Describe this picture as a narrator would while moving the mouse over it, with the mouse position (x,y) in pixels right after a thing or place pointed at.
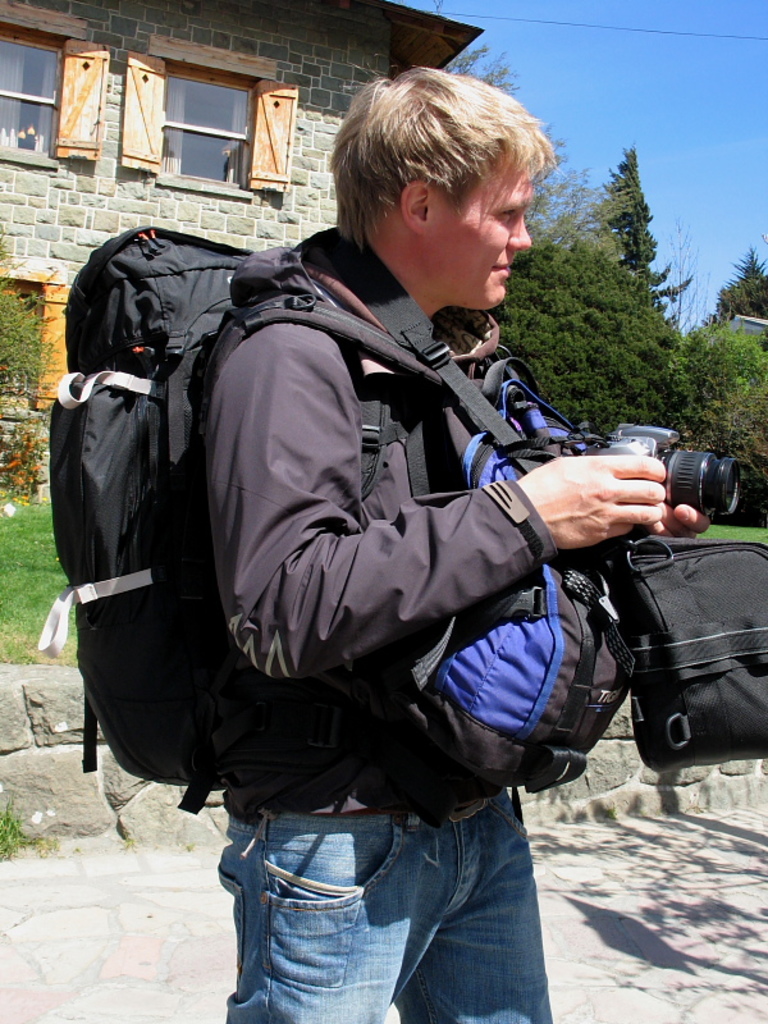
In this image i can see a man (404,542) wearing few bags (187,655) and holding a camera (598,452) in his hands (665,506). In the background (92,210) i can see a building (183,199), few windows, trees (598,297) and the sky (656,133).
